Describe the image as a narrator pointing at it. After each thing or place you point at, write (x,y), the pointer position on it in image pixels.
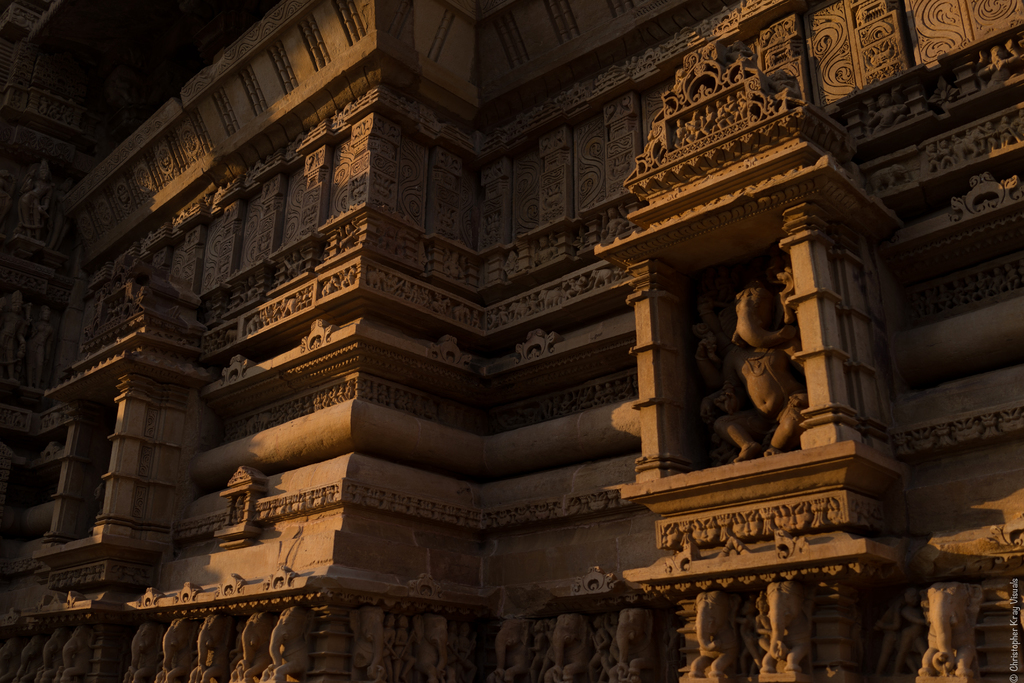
This is an ancient architecture (377,139), we can see some sculptures (435,644) on the wall (728,143).
